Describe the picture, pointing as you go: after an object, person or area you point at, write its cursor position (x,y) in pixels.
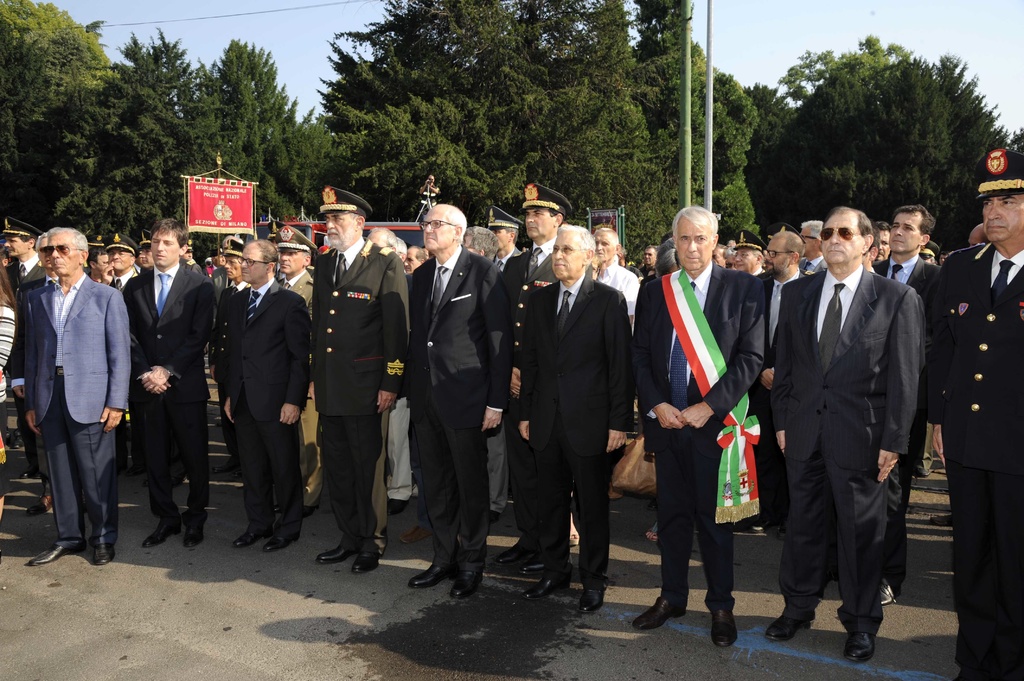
In this picture there are few persons (500,388) wearing suits (409,397) are standing and there are two poles (680,121) and few trees (572,81) in the background (557,68).
